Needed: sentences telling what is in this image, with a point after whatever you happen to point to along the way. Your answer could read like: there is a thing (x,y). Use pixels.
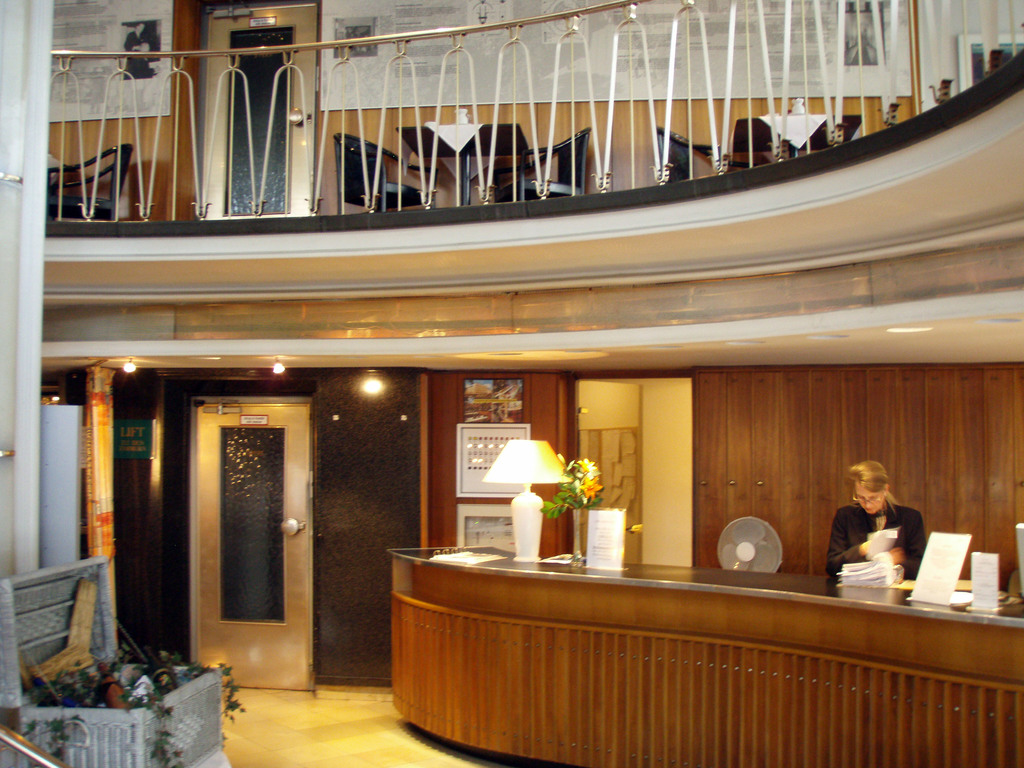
In this picture I can see the counter top (443,606) on the bottom of this picture (662,644) and on the counter top (567,588) I see a lamp (515,529), a flower vase (566,489), few boards (591,549) and papers (871,579). Behind it I can see a woman (856,534), a table fan (742,540) and the wall (377,443). On the left side of this image (273,452) I can see the lights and a door (238,500) and I can see a box (19,632) in which there are few things (107,674). On the top of this picture (232,99) I can see the railing (741,78), few chairs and tables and another door (240,76) on the left side of this image (262,60).
